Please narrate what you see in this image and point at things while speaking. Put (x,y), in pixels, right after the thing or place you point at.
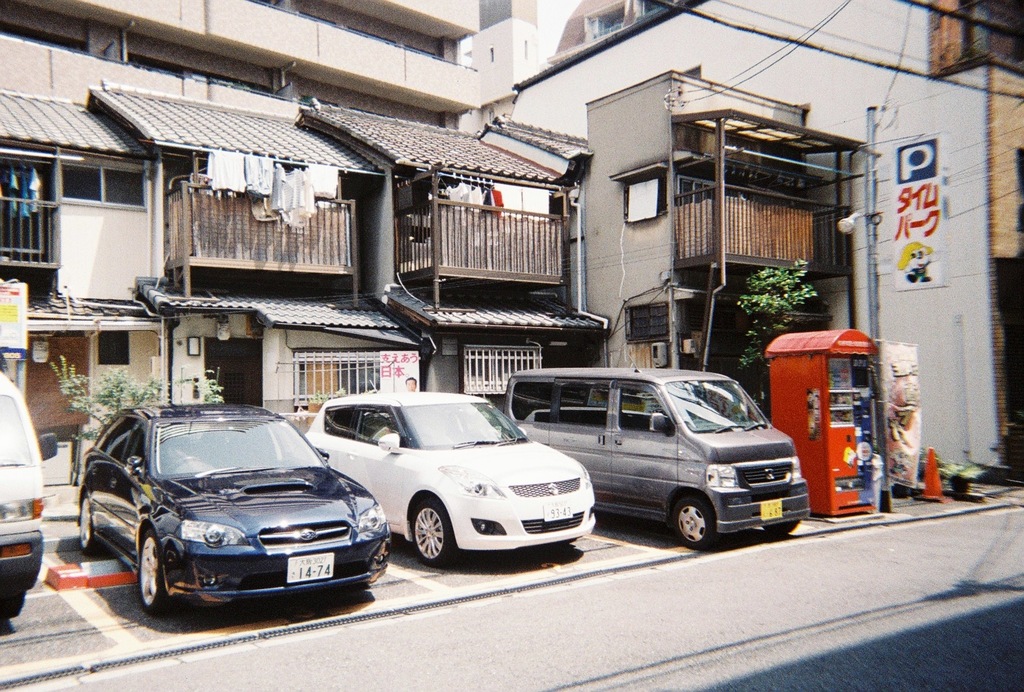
In this picture we can see buildings (657,146), there are some vehicles (575,503) in the front (126,484), on the right side (879,409) there is a traffic cone (933,472), a pole (877,312), hoardings (906,218) and a vending machine (839,408), there is a plant (142,395) on the left side (130,390), we can see some clothes (282,174) in the middle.
